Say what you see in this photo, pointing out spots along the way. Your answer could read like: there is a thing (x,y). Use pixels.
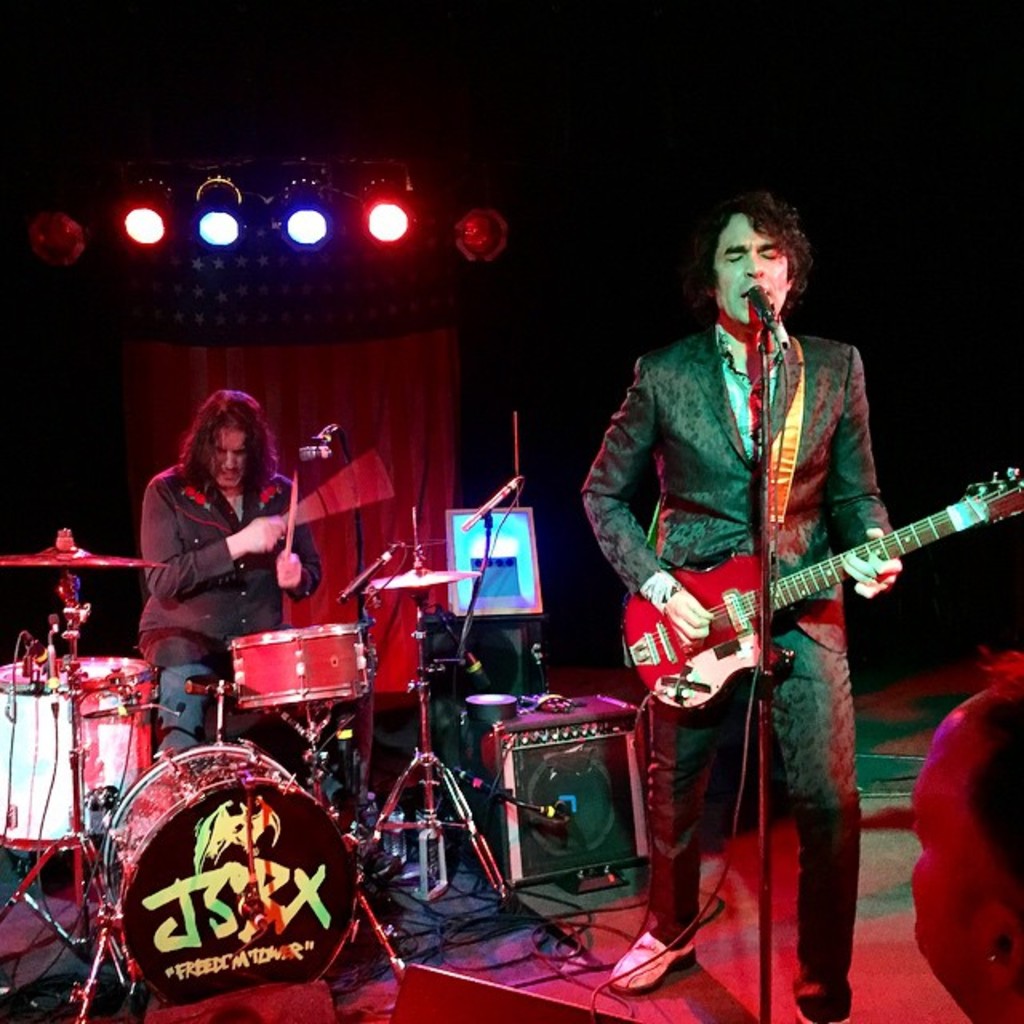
In this picture we can see a man (663,574) holding a guitar (718,578) and playing it in front of the mic (762,315) and behind him there is an other man (232,534) who is playing the drums (216,780) and there are some lights (222,208).
